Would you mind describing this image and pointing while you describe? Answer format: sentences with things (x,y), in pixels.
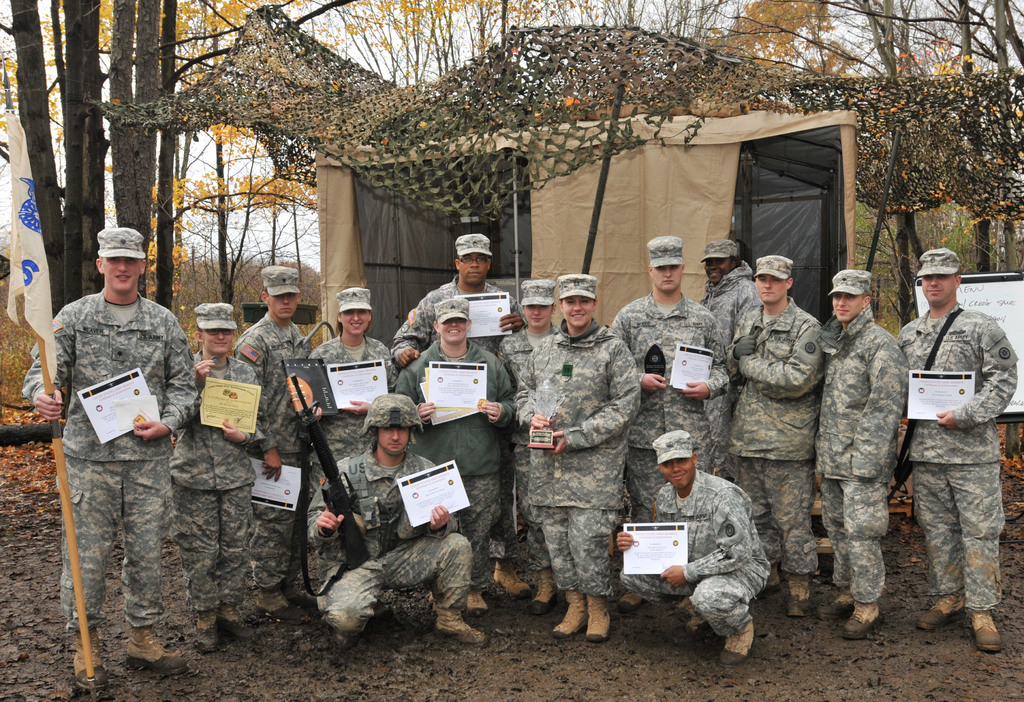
In this picture there are people (420,341), among them few people (110,309) holding certificates (385,389). We can see flag (46,316), tent (696,200) and net (436,190). In the background of the image (210,175) we can see trees (874,17) and sky (204,252).
